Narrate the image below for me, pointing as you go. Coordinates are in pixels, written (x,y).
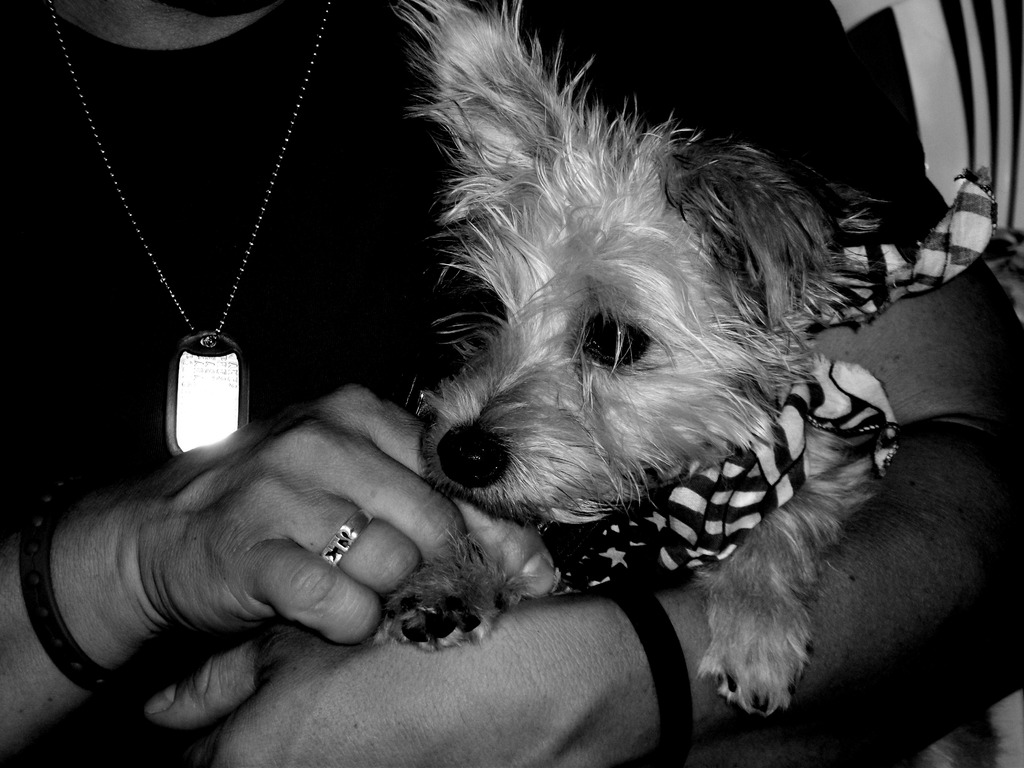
In the foreground of this picture (472,99) we can see a person (359,167) holding an animal (623,304) and we can see a finger ring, locket (199,347) and a cloth (656,532). In the background (952,86) we can see a white color object (985,80) seems to be the chair (966,108).
